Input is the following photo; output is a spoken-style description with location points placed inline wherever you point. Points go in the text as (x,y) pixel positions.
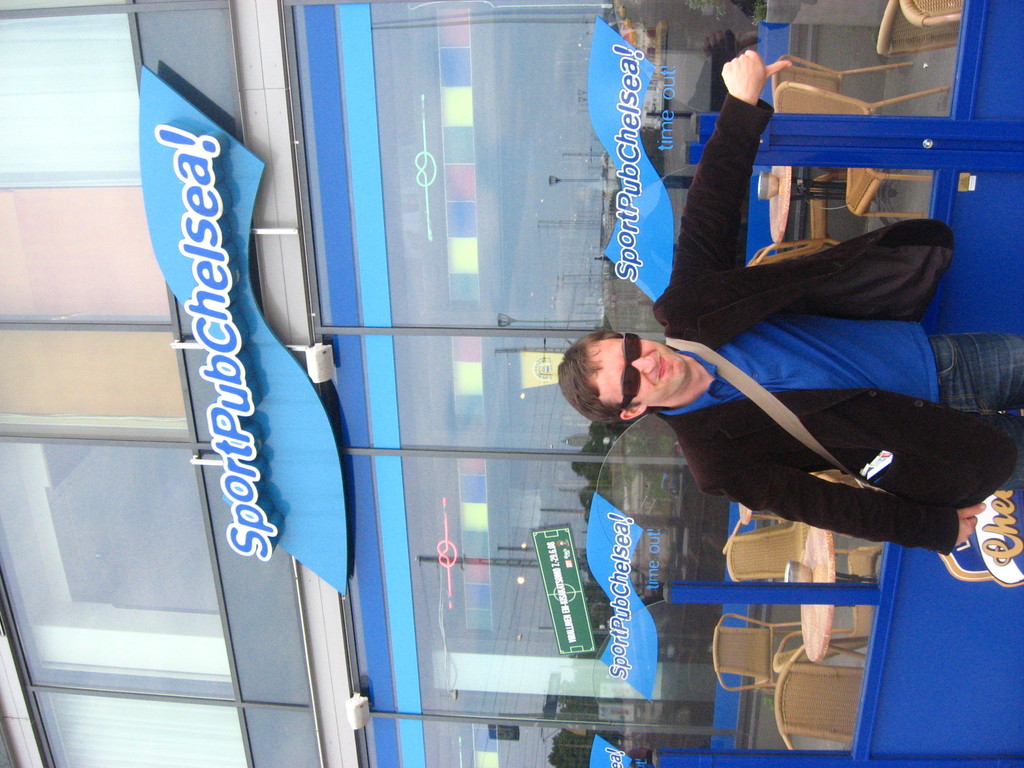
Here we can see a man (772,356) standing at the glass door (630,320) and he is carrying a bag (827,456) on his shoulder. In the background (284,447) there is a building (179,539) and a hoarding (278,368) on it. Through the glass door (542,579) we can see bowls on tables (825,625) and chairs (754,629). On the glass door (571,475) we can see the reflections (530,754) of trees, poles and clouds (547,268) in the sky (496,300).
